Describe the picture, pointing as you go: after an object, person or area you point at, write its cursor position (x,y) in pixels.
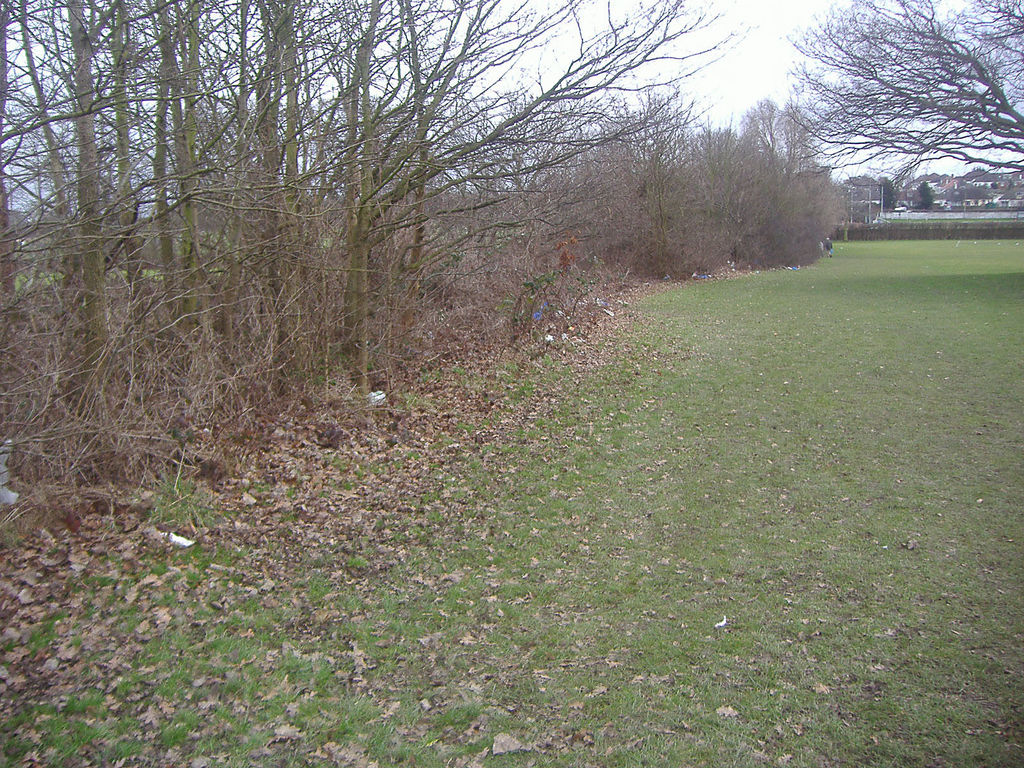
In the image we can see there is a grass (765,484), dry leaves (171,573), trees (264,243) and a sky (780,25). We can even see there are poles (869,198) and buildings (985,200).
